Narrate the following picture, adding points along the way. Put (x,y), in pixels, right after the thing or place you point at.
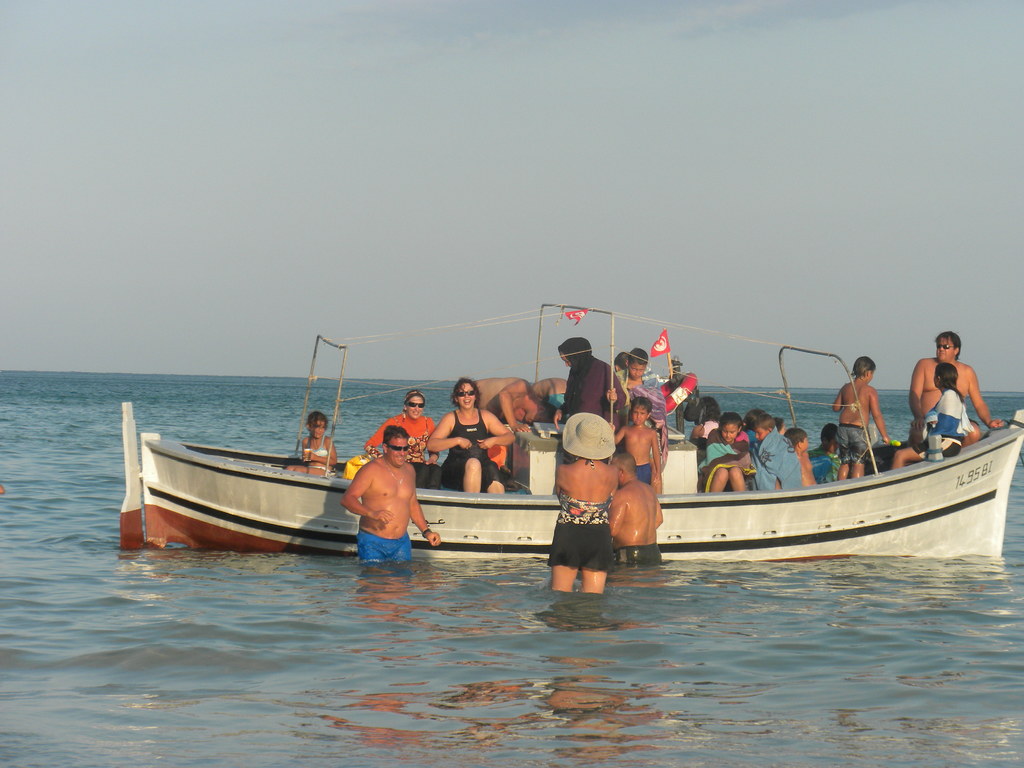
In the center of the image (537,469) we can see one boat (716,493) on the water (959,594). In the boat (716,493), we can see a few people (769,424) are sitting and few people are standing. And we can see the wires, flags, one life saver (692,387) and a few other objects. And we can see three persons (570,533) are standing in the water (491,616). Among them, we can see one person (590,507) is wearing a hat (599,451). In the background (890,235) we can see the sky (549,138), clouds (549,138), water (820,597) etc.
